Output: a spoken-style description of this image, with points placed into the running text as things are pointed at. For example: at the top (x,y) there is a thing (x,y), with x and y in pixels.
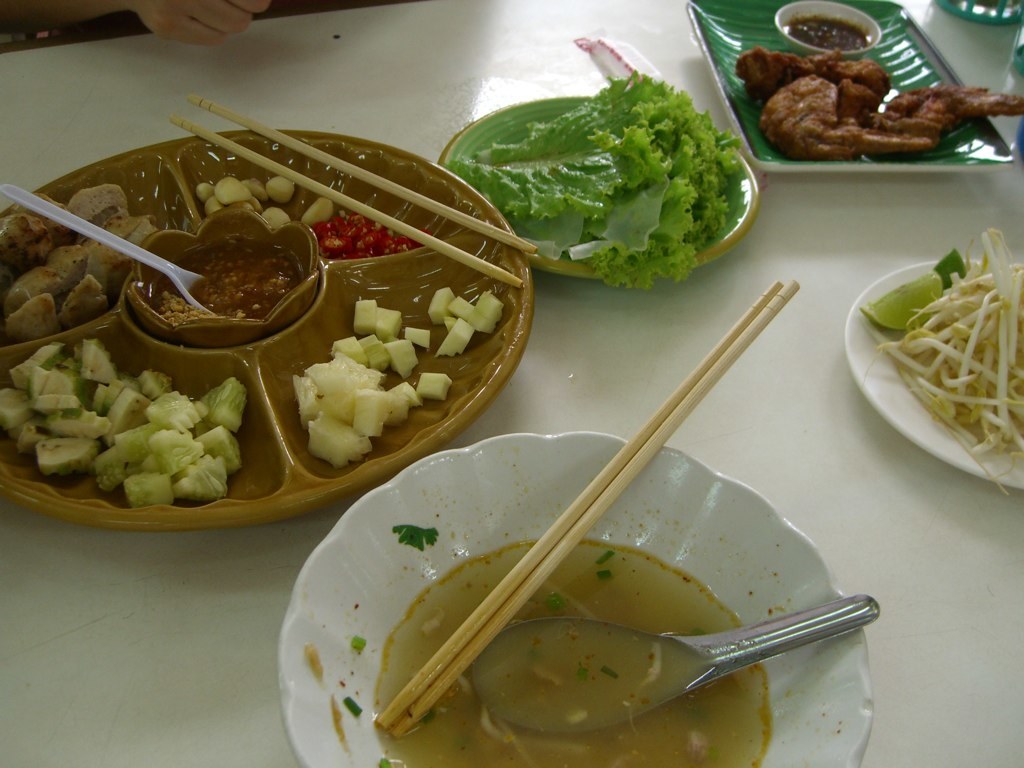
In this picture we can see plates (482,352), chopsticks (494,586), spoons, a small bowl (281,324) some food items (928,299) on the plates (433,353) and the plates (767,36) are on a white object (720,108).
